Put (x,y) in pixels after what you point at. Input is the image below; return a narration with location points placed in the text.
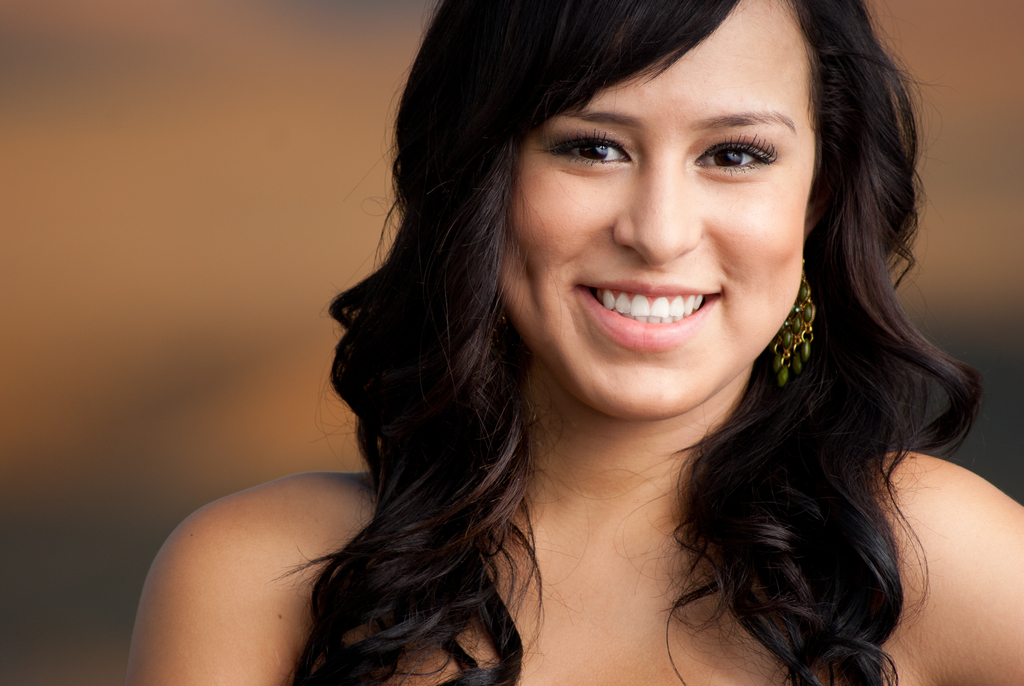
In this image there is a person (594,486) truncated, the background of the image (250,138) is blurred.
